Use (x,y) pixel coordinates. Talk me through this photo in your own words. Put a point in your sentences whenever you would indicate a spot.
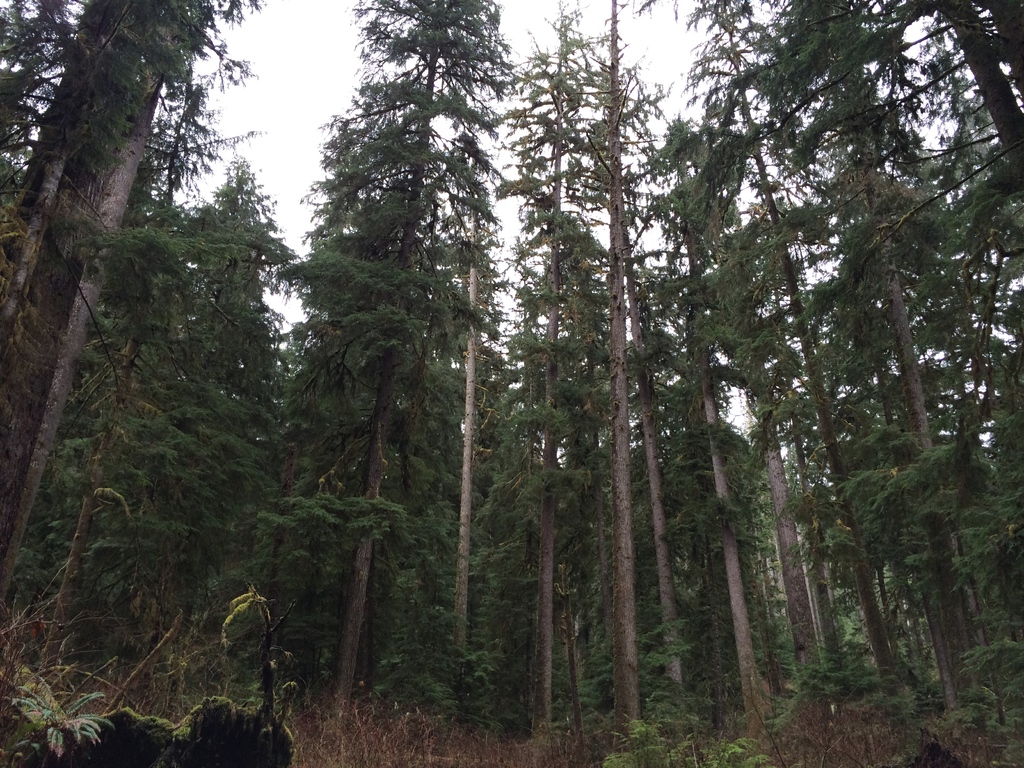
In this picture I can see few trees (523,413) and few plants (539,765) on the ground (689,709) and I can see a cloudy sky (447,138).
